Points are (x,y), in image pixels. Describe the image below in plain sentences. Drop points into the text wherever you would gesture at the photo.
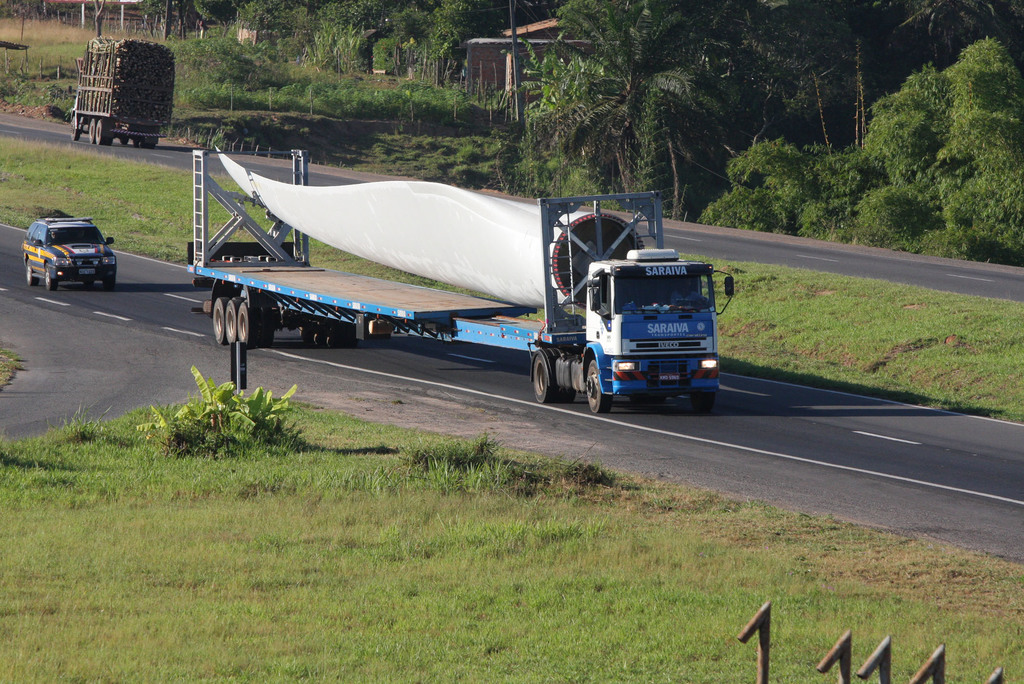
This picture shows a truck (555,353) moving on the road (80,292) and we see a car (70,281) on the back (98,258) and we see another truck (114,81) on the another side of the road (258,159) and we see trees (657,99), plants (230,381) and grass (403,584) on the ground (25,176).
